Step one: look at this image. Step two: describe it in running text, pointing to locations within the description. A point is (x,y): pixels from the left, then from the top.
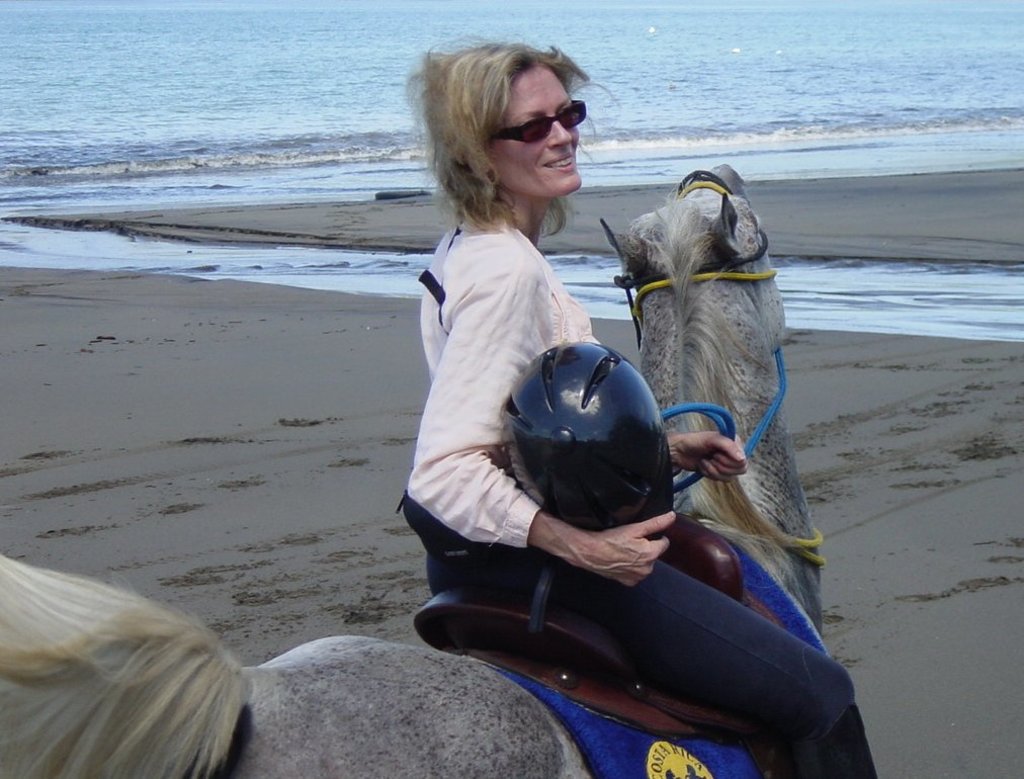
In this image we can see there is a person (633,585) sitting on the horse (691,379) and holding a helmet (651,434) and thread (720,409). And there is sand (260,410) and water (248,141).
